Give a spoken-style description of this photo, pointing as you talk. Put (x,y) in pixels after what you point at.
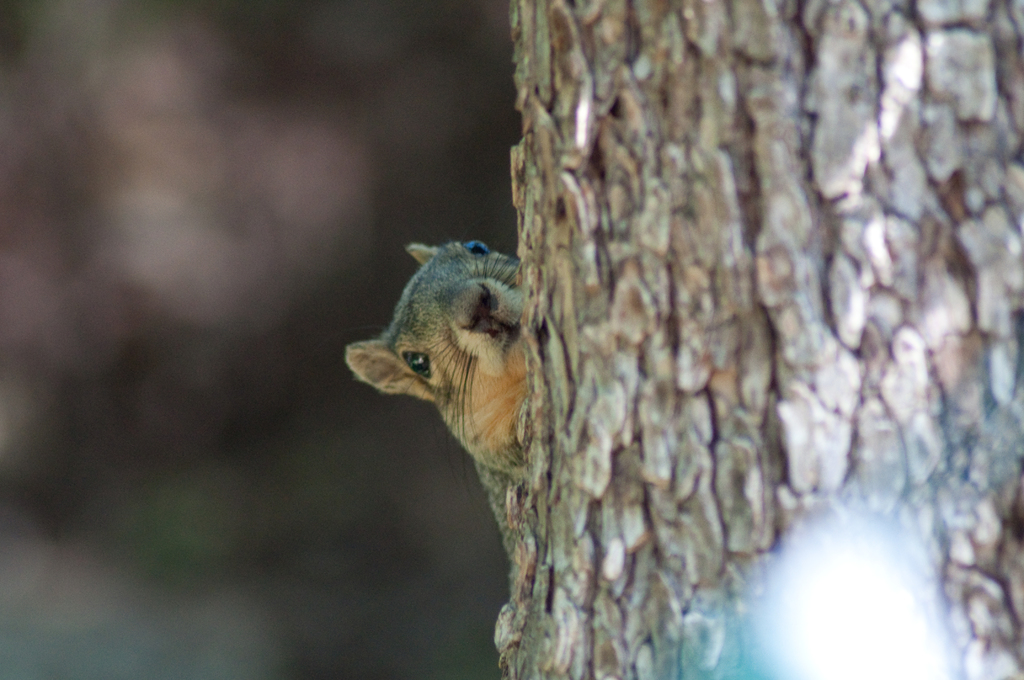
In this picture I can see a tree trunk (546,331) in front (847,9) and behind it I can see a squirrel (460,351). I see that it is blurred in the background (181,366).
